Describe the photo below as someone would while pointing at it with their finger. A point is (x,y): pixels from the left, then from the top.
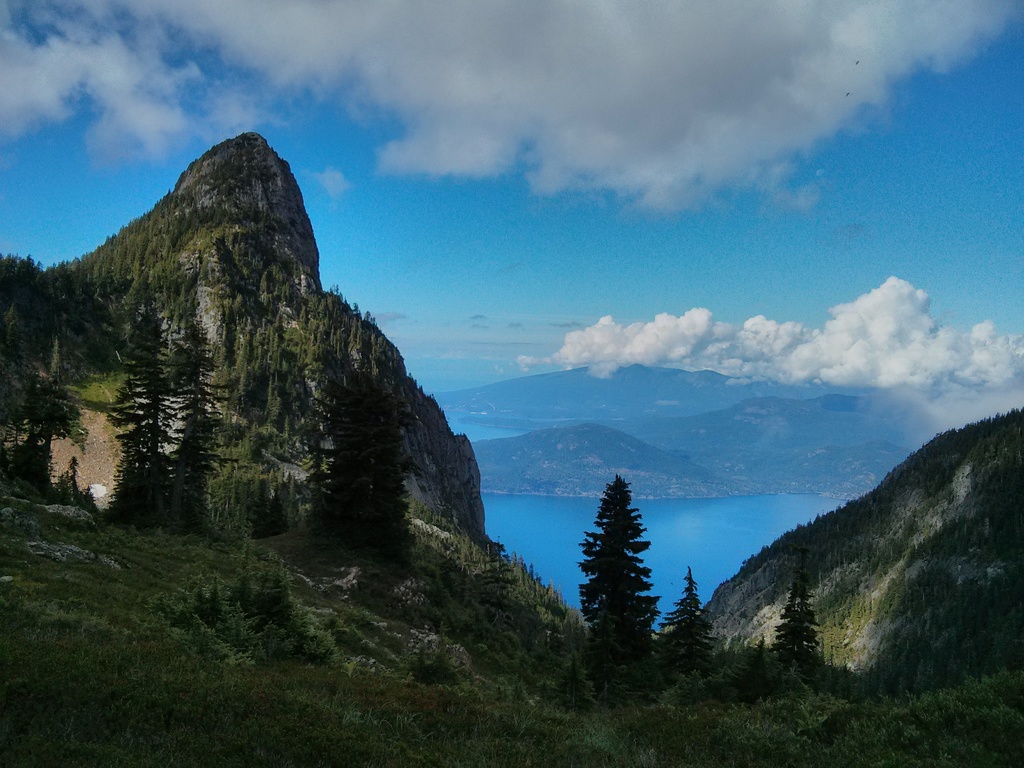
In this picture we can see grass (522,700), plants (892,718), and trees (624,572). This is water (662,562) and there is a mountain (400,391). In the background (763,334) there is sky (847,227) with heavy clouds (609,41).
